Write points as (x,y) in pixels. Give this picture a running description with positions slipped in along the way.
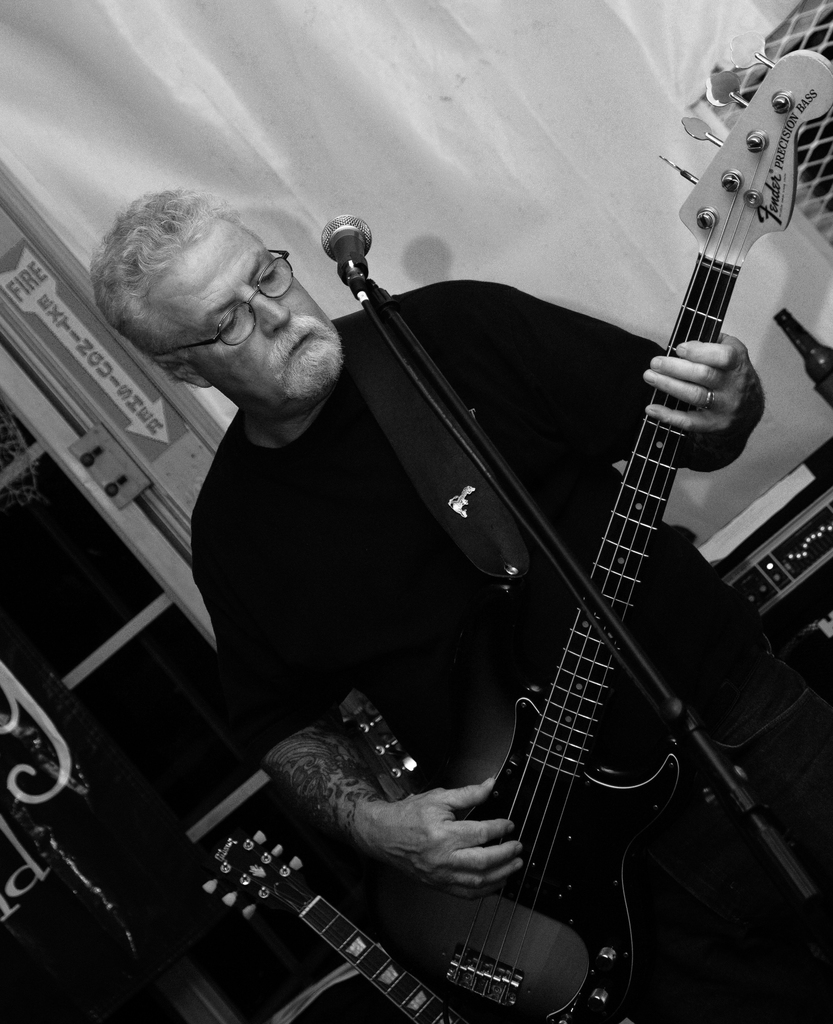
In the image there is a middle aged man (722,1002) who is playing a guitar (528,808). He is wearing a black shirt (334,514). There is a mic (346,264) placed before him. In the background (827,371) there is a bottle (813,357), a curtain (556,194) and a door (73,552).
